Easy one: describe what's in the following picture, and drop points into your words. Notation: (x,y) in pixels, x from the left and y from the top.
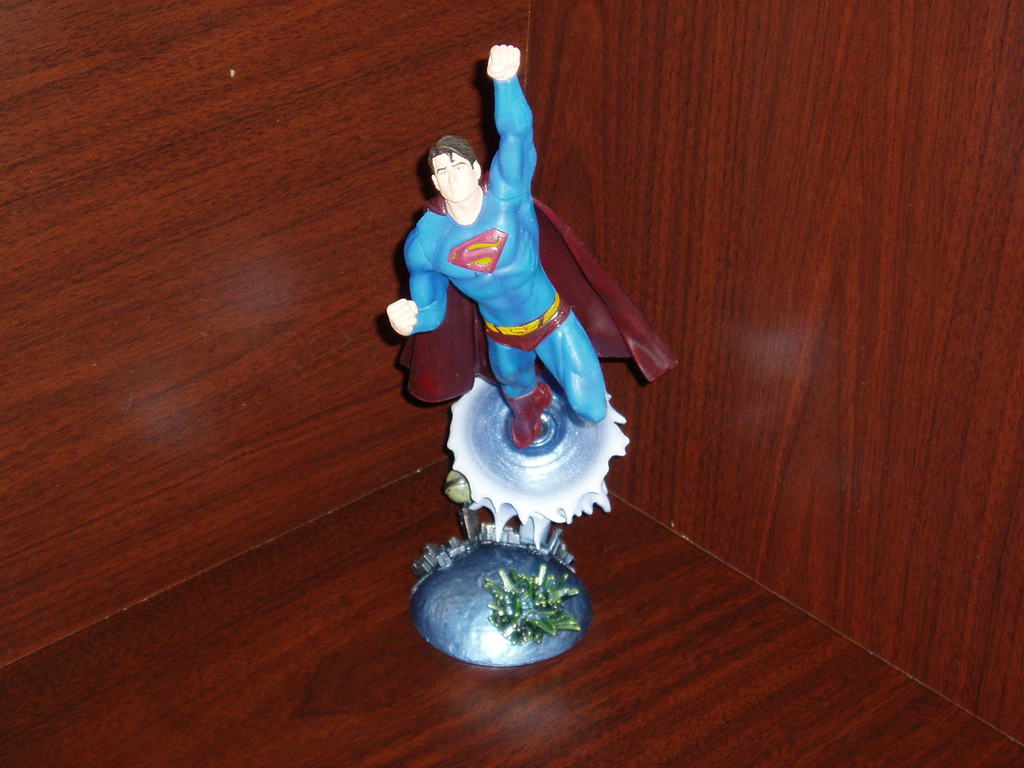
In the image we can see a toy (544,279) of a superman (486,260). This is a wooden container (739,543).
